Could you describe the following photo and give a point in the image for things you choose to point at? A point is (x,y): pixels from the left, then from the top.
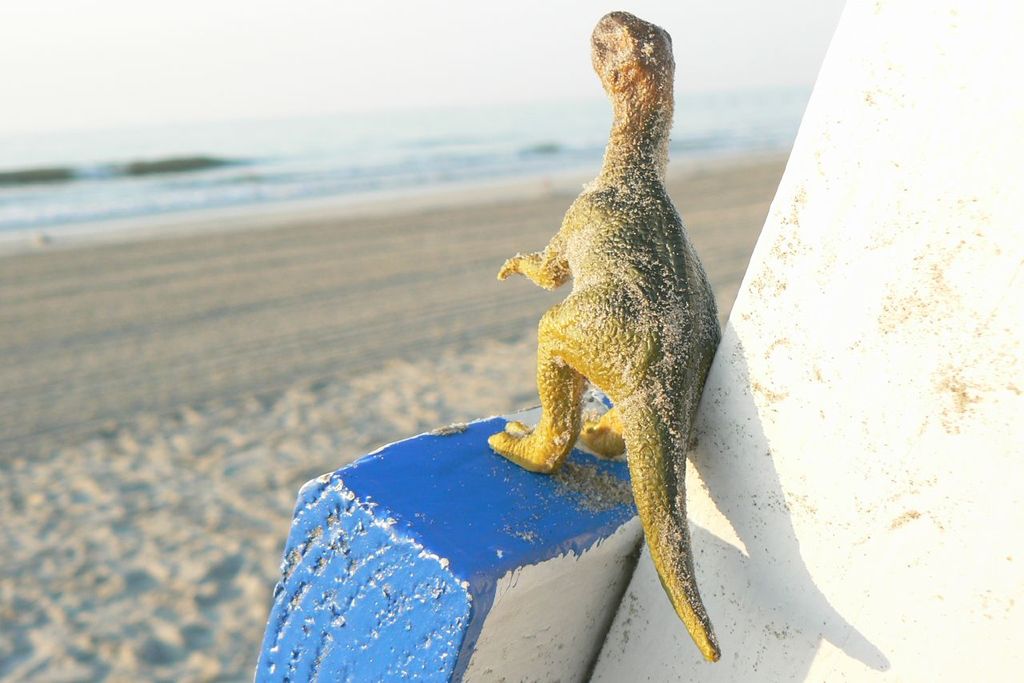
In this image a animal toy (688,343) is on the wall (455,543) which is painted blue. Behind there is land (388,313). Top of image (149,203) there is water (322,135), top of it there is sky (450,46).
